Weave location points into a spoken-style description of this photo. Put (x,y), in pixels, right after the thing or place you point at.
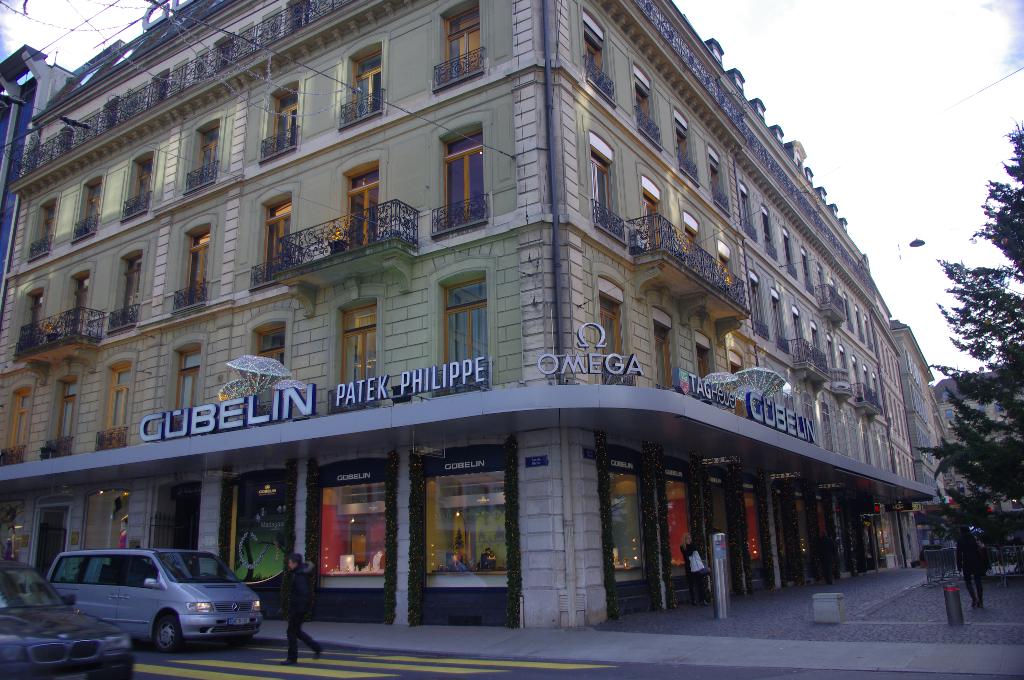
In this image I can see few vehicles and I can see two persons (300,590) walking. In the background (535,500) I can see few stalls (850,500) and the building (418,255) and I can also see few glass windows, trees (1017,453) in green color and the sky (850,70) is in white color.
